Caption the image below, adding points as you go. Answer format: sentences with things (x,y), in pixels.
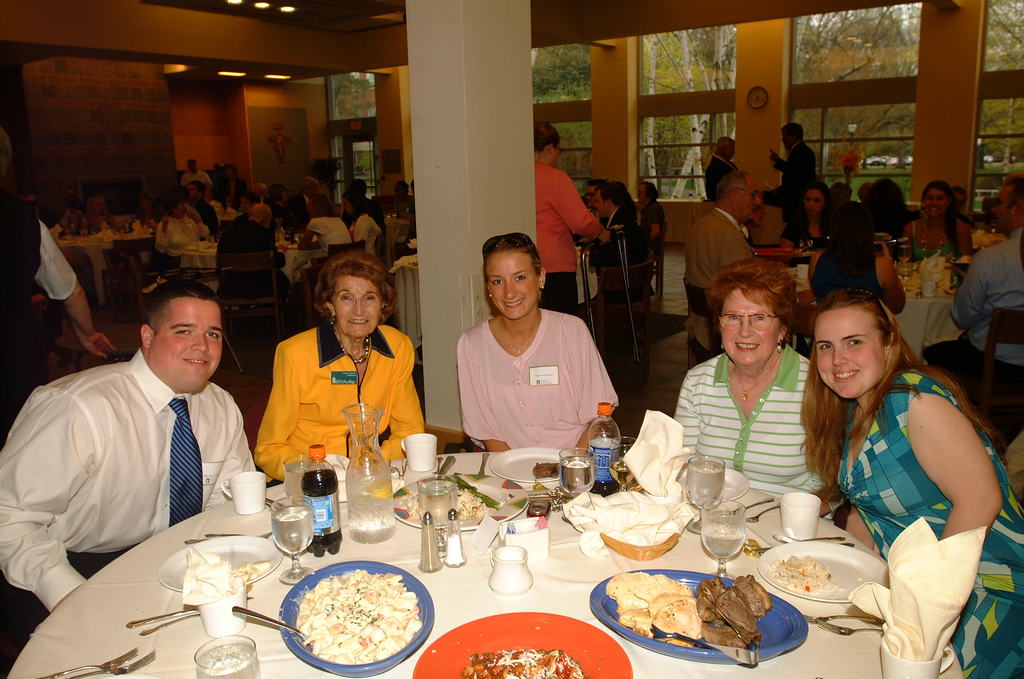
In this image there are groups of persons (526,333) sitting on the chair (662,285), there are tables (584,609), there are objects (613,515) on the tables (781,530), there is a pillar (455,27) towards the top of the image (503,214), there is a wall (263,151), there is a wall clock (754,100), there are trees (829,133), there is a roof (332,34) towards the top of the image (251,20), there are lights (240,1) towards the top of the image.
